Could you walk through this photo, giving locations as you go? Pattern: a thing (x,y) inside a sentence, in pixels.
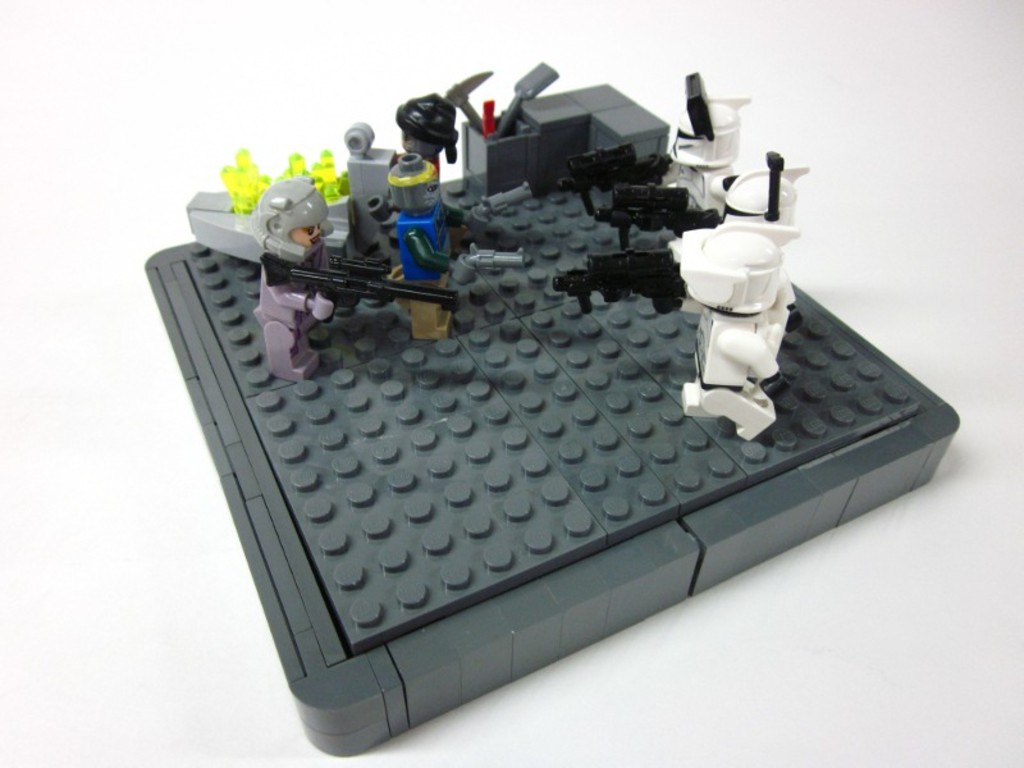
In this picture I can observe toys (411,434) in the middle of the picture (579,265). I can observe white, black, blue, green and grey color toys (453,364) in this picture. The background (123,129) is in white color.
